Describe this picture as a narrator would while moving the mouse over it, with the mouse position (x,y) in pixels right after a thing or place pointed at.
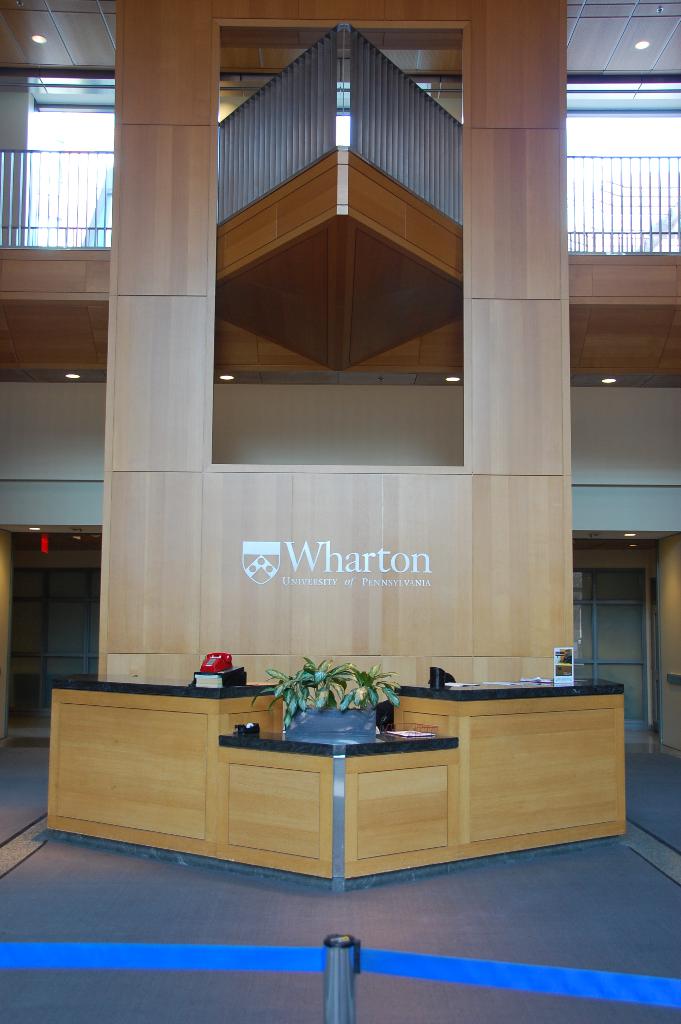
In the picture we can see an office lobby (18,795) with a wooden desk (525,709) on it, we can see some books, telephone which is red in color and besides, we can see some papers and plant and in the background of a desk (387,829), we can see a wooden frame (159,390) which is written on it as Wharton with its symbol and behind it we can see two floors of roof (618,320) with railing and to the ceilings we can see the lights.
